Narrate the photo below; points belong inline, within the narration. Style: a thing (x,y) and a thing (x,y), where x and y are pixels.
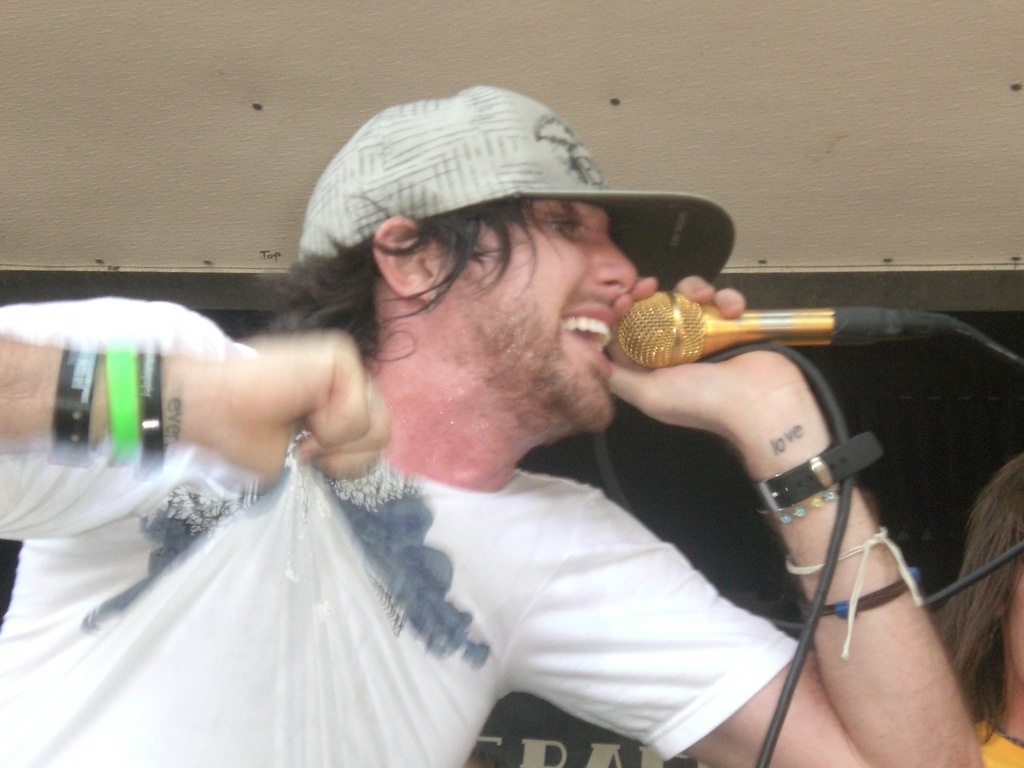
This picture is of inside. On the left (227,580) there is a man (370,520) wearing white color t-shirt (498,633), holding a microphone (742,326) and singing. On the right (997,543) there is a person (1006,690). In the background (903,106) we can see a wall (834,97) and a banner (545,724).
